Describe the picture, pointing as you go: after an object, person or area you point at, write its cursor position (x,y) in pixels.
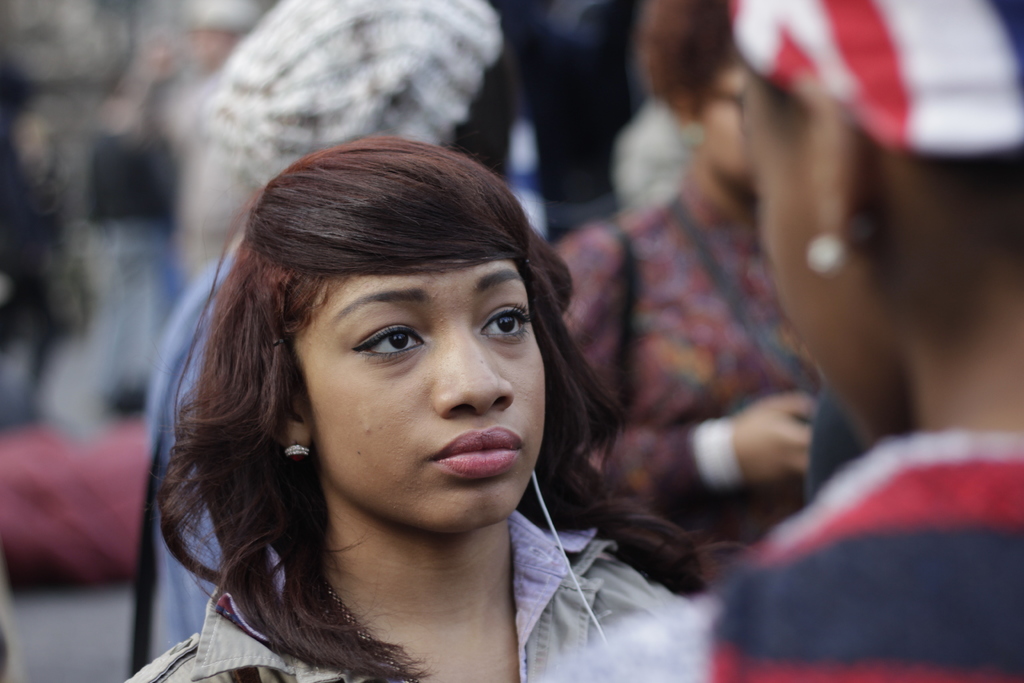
in this image we can see a woman (535,458) and a cable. In the background (43,174) the image is blur but we can see few persons (43,174) and on the right side (933,327) there is another person (990,452).
